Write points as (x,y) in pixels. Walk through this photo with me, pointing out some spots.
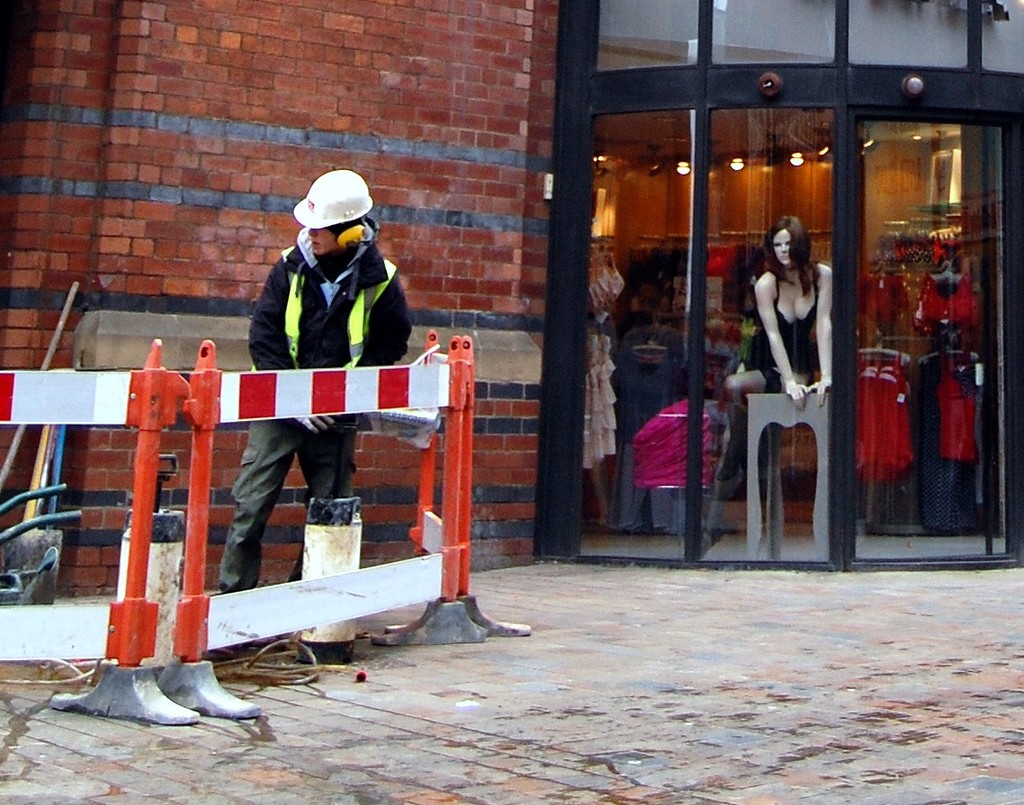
In this image we can see a man (386,349) standing and wearing a helmet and we can see barricades (110,676) around him. There is a building (524,144) and we can see a store (877,570) with some clothes (646,446) and some other things (824,549) and there is a mannequin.
